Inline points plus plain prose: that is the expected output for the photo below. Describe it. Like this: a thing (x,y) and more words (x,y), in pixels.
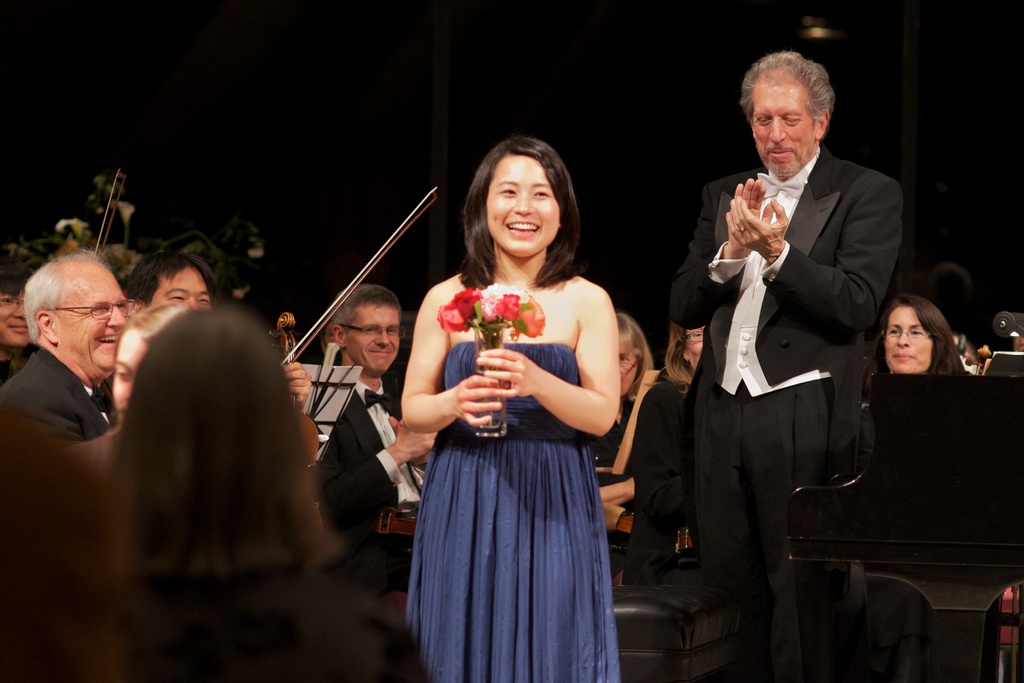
This is the picture of a place where we have a lady (520,370) who is holding some flowers (512,285) and to the side there is another person (761,302) who is wearing suit (766,362) and also we can see some other people (74,346) around.
